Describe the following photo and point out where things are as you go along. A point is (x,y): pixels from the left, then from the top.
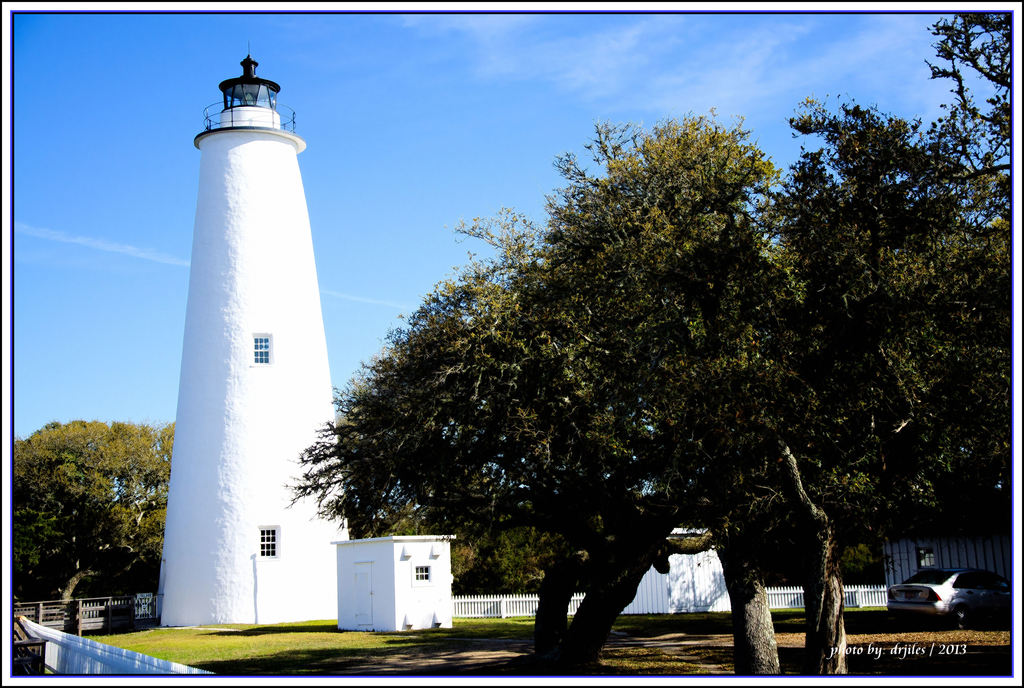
This is an outside view. On the left side of this image (238,341) there is a light house (209,410). Beside this I can see fencing (485,603) and a shed (415,559). On the right side (948,592) there is a car (929,591). In the foreground (542,377), I can see the trees (554,447) on the ground (383,661). On the top of the image (453,75) I can see the sky (393,208).
